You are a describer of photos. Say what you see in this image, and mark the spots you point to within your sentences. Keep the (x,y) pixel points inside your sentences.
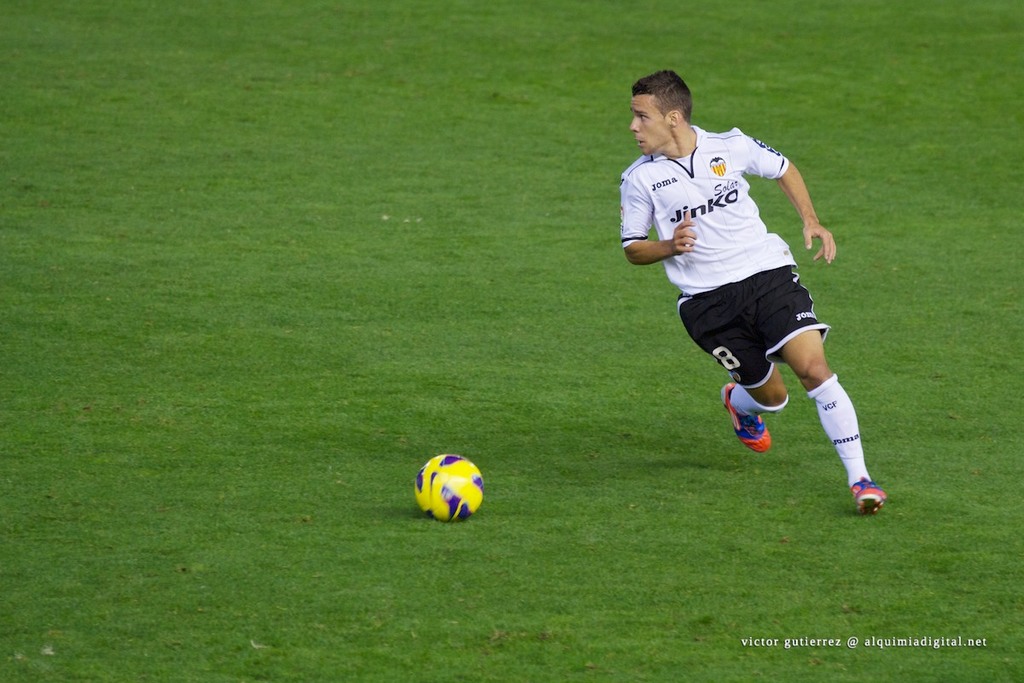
In the center of the image (679,249) we can see person (729,278) running and football (442,485) on the ground (479,571).
